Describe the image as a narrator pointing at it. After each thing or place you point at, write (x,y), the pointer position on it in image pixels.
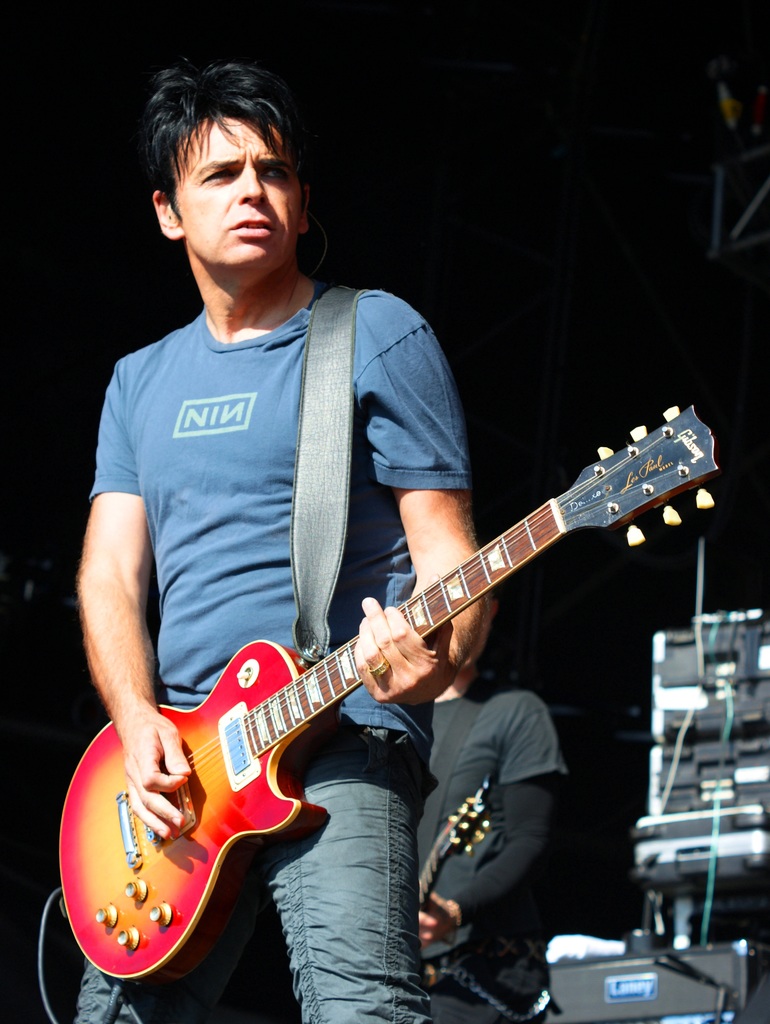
A person (225,500) holding a guitar (256,685) and playing. Behind him another person (489,844) is playing guitar (454,850).
